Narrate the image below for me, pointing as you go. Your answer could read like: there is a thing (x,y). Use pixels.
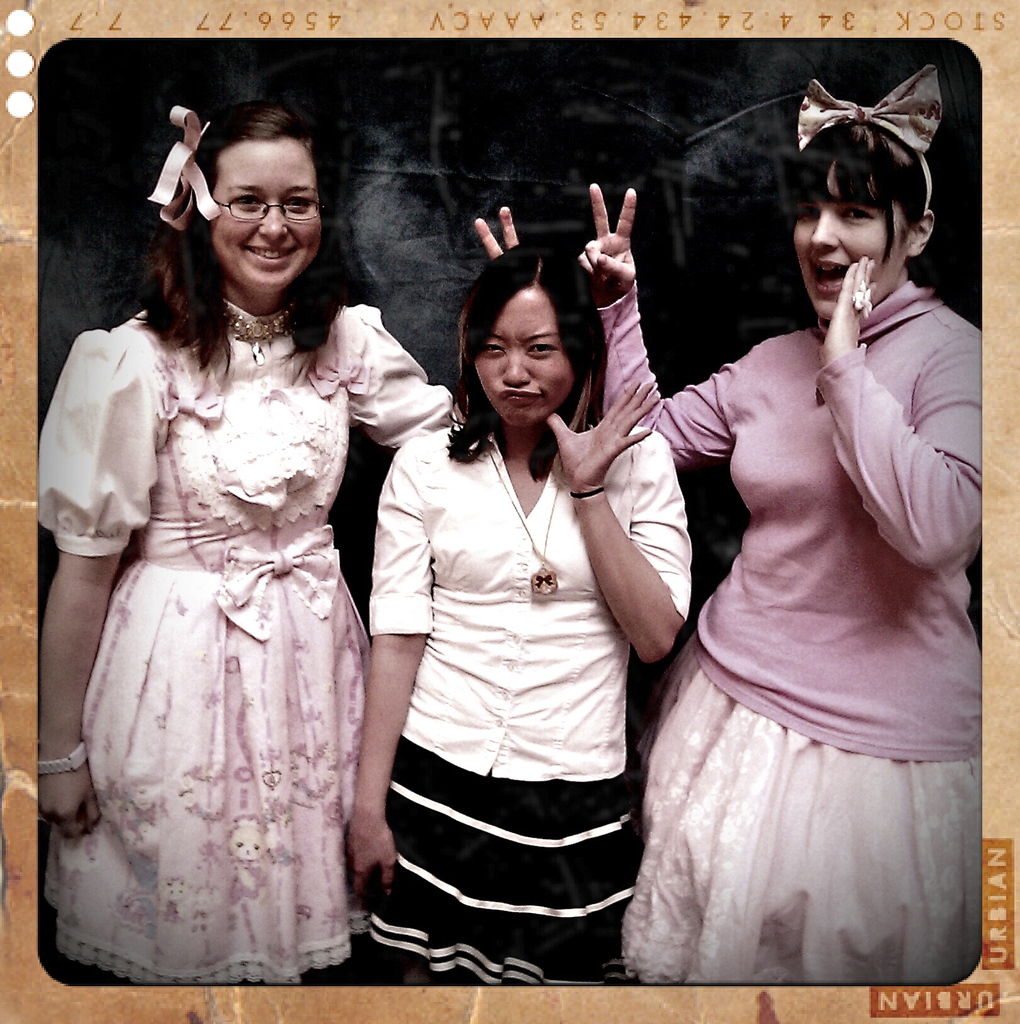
In this picture we can see a photograph (860,642), here we can see three persons (749,442) standing, we can see some text (993,898) at the right bottom (993,871).
